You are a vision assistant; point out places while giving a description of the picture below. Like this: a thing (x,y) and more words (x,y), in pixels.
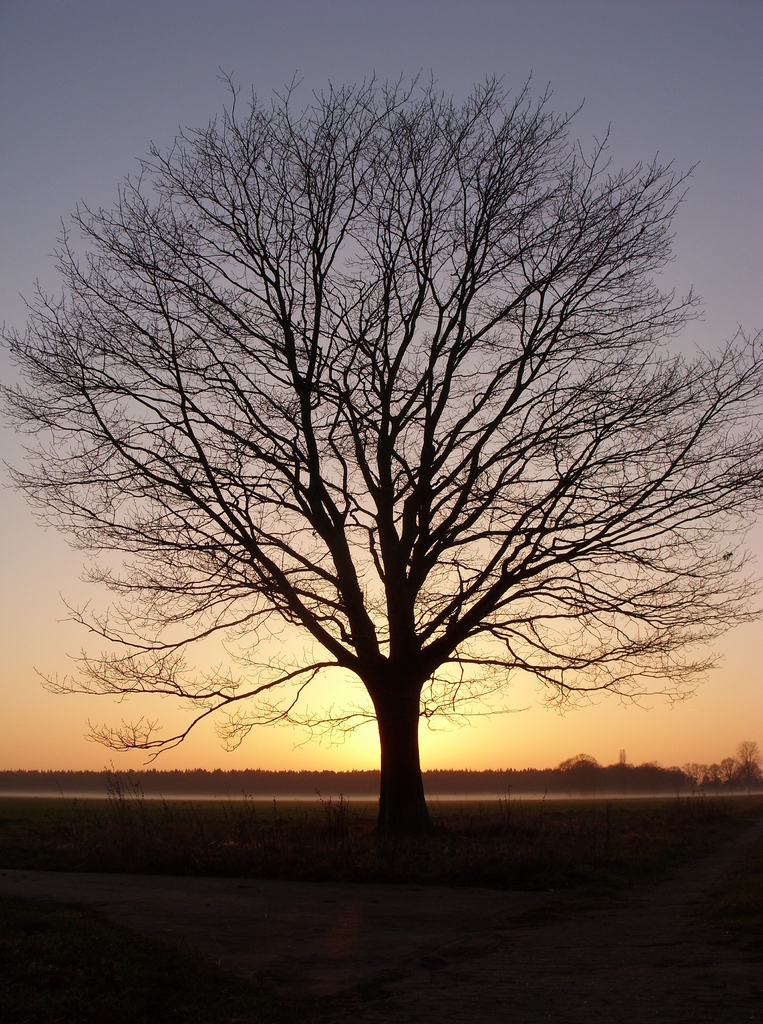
This is an outside view. In this image I can see a tree (379,519). In the background (608,775) there are many trees (466,783). At the top of the image (255,44) I can see the sky (341,60).
